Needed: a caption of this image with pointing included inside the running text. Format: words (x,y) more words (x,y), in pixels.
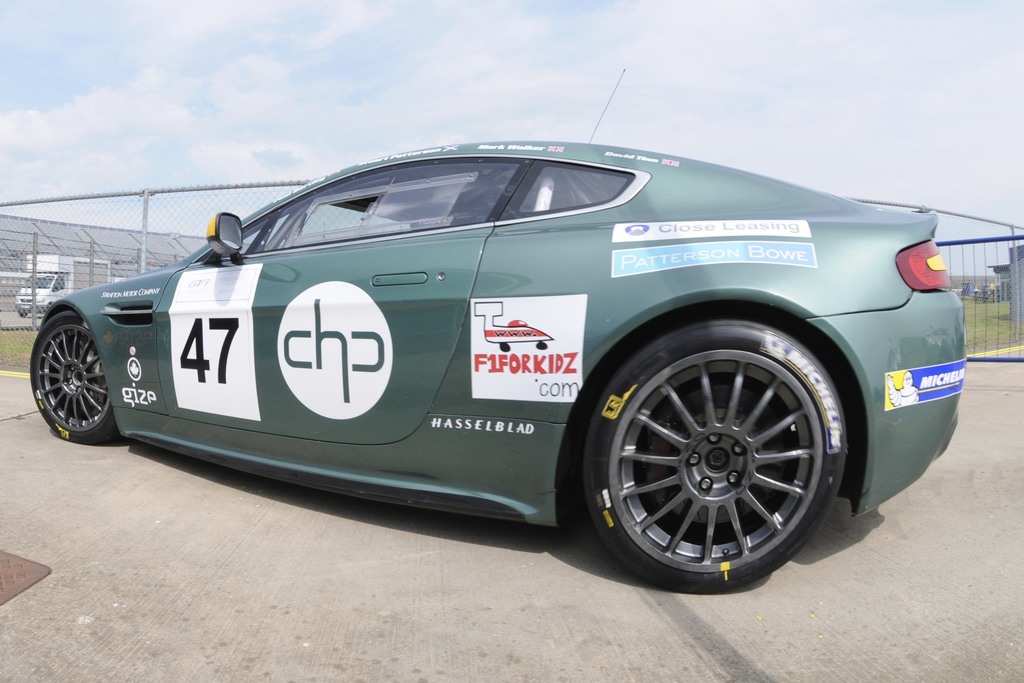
In this image, in the middle (637,328), we can see a car (354,246) which is placed on the road (232,510). In the background (65,248), we can see metal grill (146,255), net fence (148,270), vehicles (44,287). At the top (347,104), we can see a sky (324,115) which is a bit cloudy. On the left side (30,575), we can also see one edge (10,572) of a metal instrument (10,593).
